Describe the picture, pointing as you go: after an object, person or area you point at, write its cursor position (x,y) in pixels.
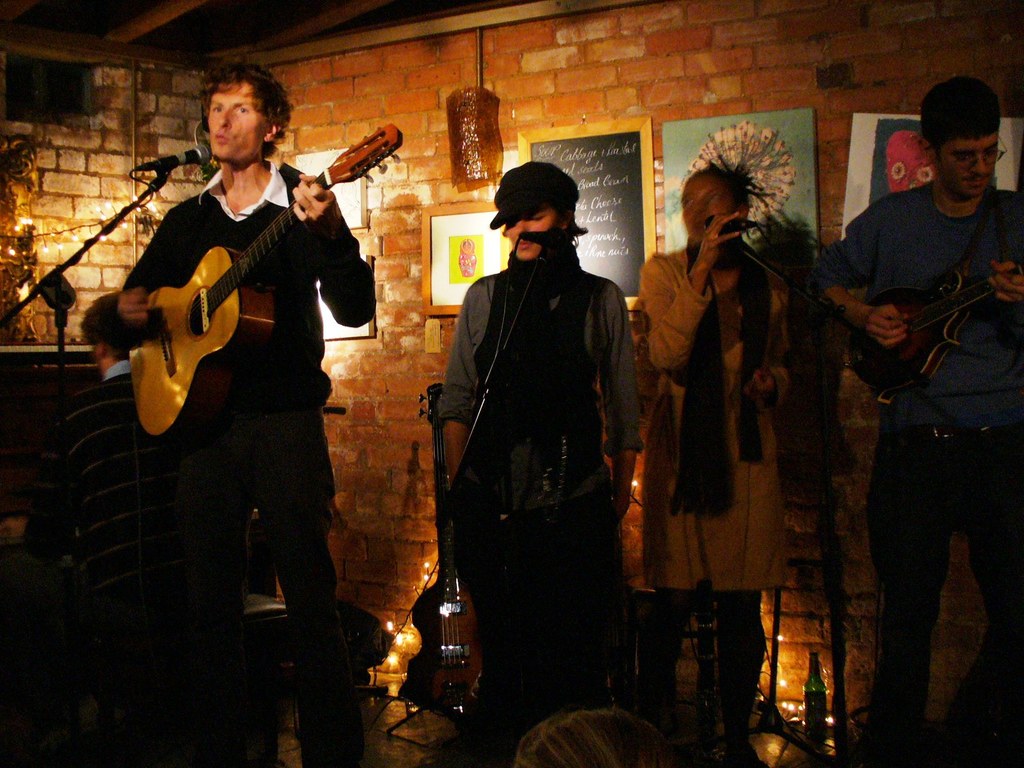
On the background (526,79) we can see wall (558,106) with bricks (735,106). We can see frames (651,186) on a wall (426,187). Here we can see all the persons (652,311) standing in front of a mike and these two men (992,338) playing guitars (168,350). We can see bottle (811,707) and guitar (454,707) on the floor (627,704). These are lights (403,644).
